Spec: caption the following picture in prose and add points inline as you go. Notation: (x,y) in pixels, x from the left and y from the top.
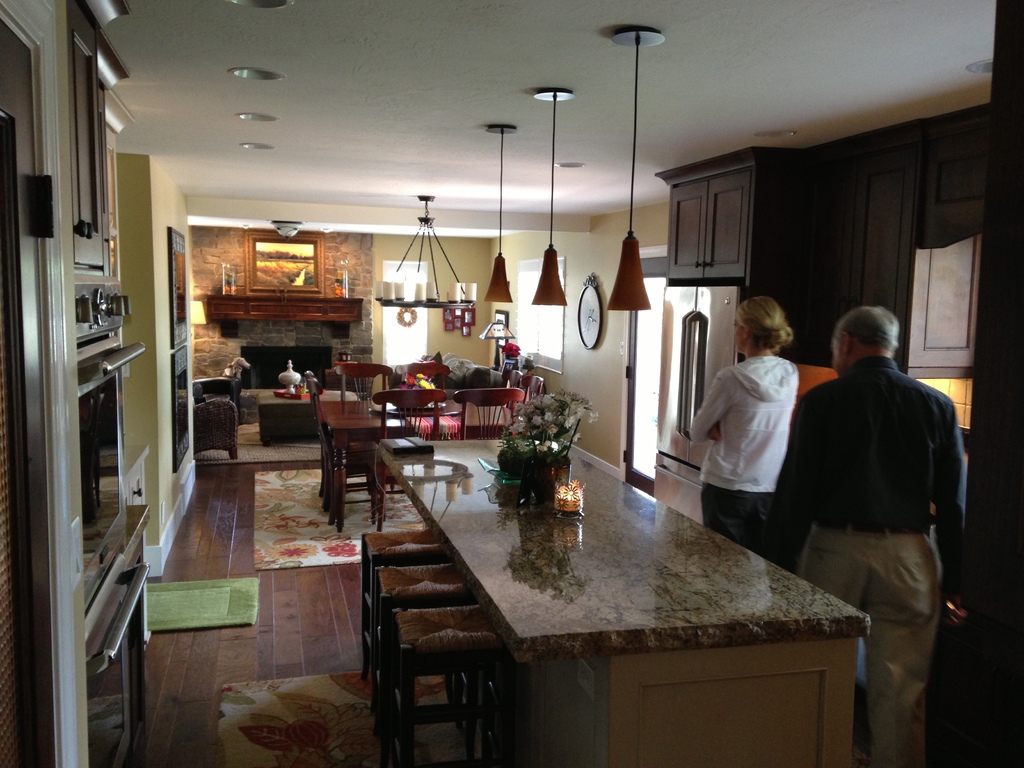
In this image, in the middle (519,496) there is a table (575,746) which is in brown color on that table (508,510) there is a small flower pot (545,471) is kept, there are some chairs (448,647) which are in brown color, in the top (499,201) there are some light (627,279) which are in orange color hanging on the roof (510,213), there are some people (896,542) standing in the right (886,529), there are some brown color doors (784,217).
